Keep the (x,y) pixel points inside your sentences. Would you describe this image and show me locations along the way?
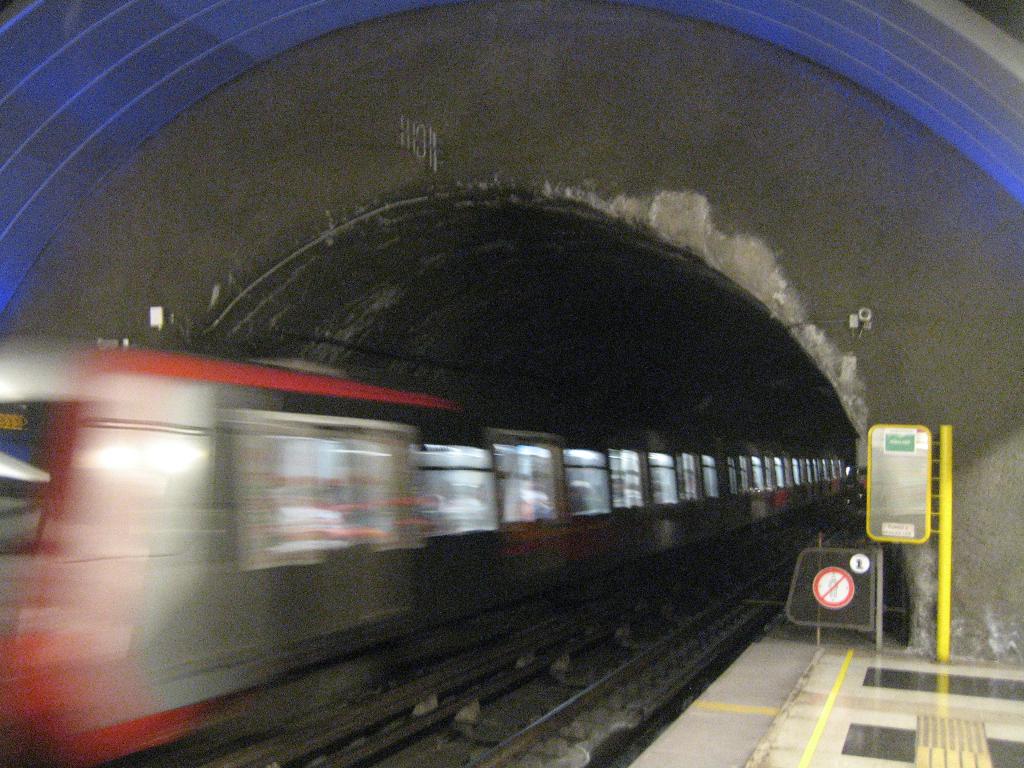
In this image we can see a train (486,559) on the track (532,670). Here we can see a tunnel (442,309), boards (844,605), and a pole (946,506).
